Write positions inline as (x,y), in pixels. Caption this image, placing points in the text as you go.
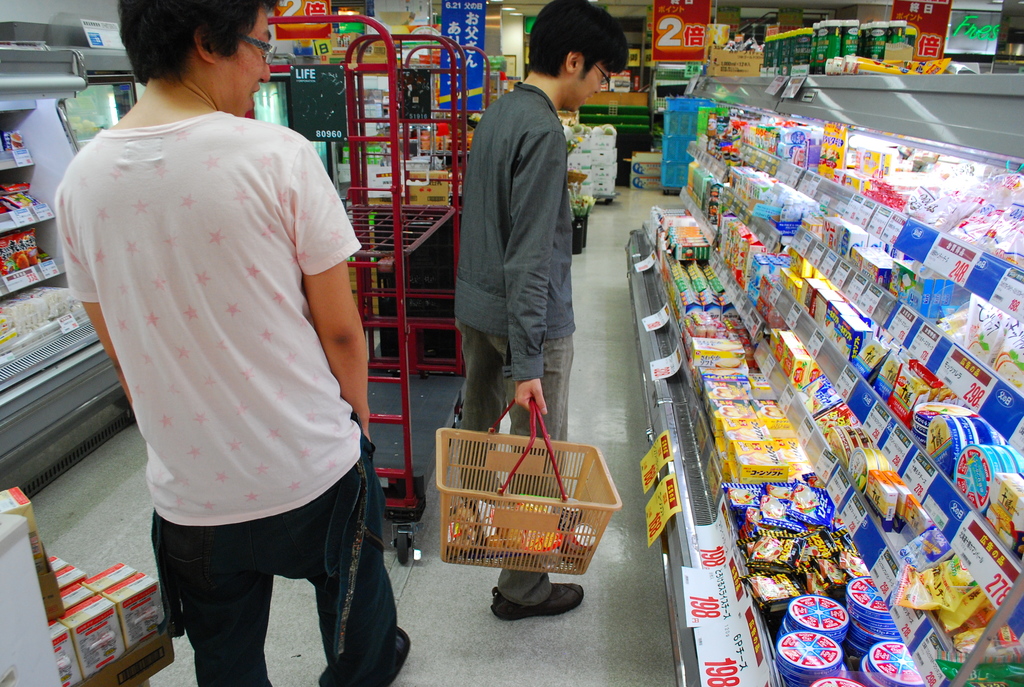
In this picture we can see two men (323,245) wore spectacles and a man (520,319) holding a basket (520,530) with his hand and in front of him we can see packets (825,173), boxes (842,243) in racks (797,180) with price tags (695,631) and in the background (372,259) we can see posters (671,48), boxes (720,54) and some objects (658,135).
